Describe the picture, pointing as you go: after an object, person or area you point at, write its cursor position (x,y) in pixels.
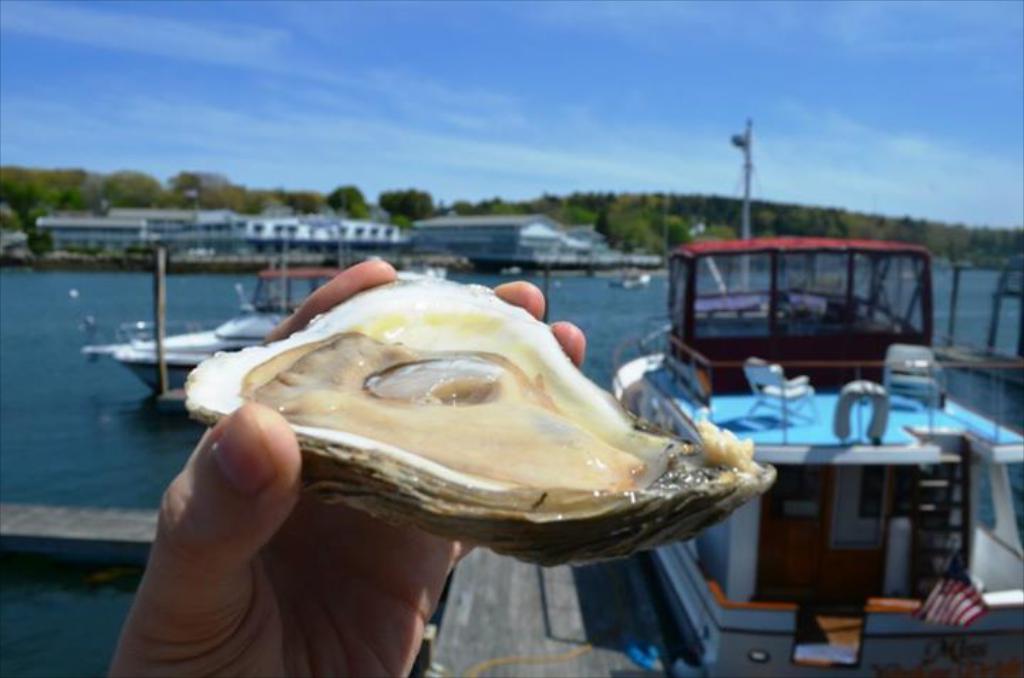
Here in this picture we can see a person (151,592) holding an oyster (612,546) in hand (263,439) and in front of that we can see boats (686,347) present in the river (636,331), as we can see water (636,331) present all over there and in the far we can see buildings (271,219) and sheds (482,228) present over there and we can also see trees (676,229) and plants (53,210) present all over there and we can see clouds (350,138) in the sky (360,124) over there.
